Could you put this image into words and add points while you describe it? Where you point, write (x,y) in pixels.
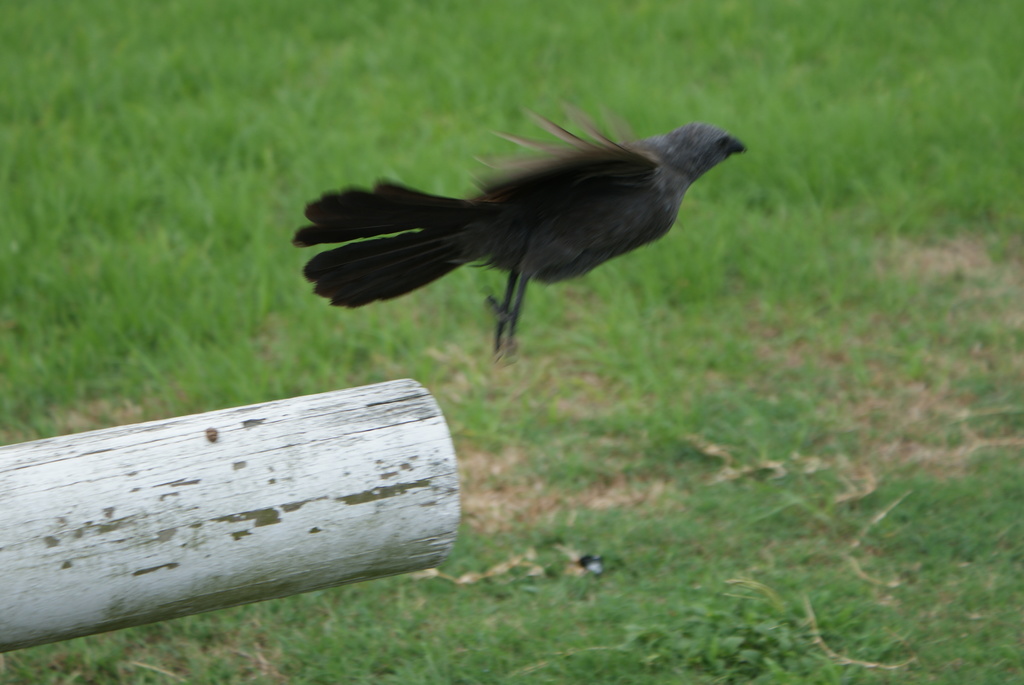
In this image I can see a bird (516,246) which is in black and grey color. To the left (135,538) I can see the branch (206,526). In the background (419,85) I can see the grass (292,146).
